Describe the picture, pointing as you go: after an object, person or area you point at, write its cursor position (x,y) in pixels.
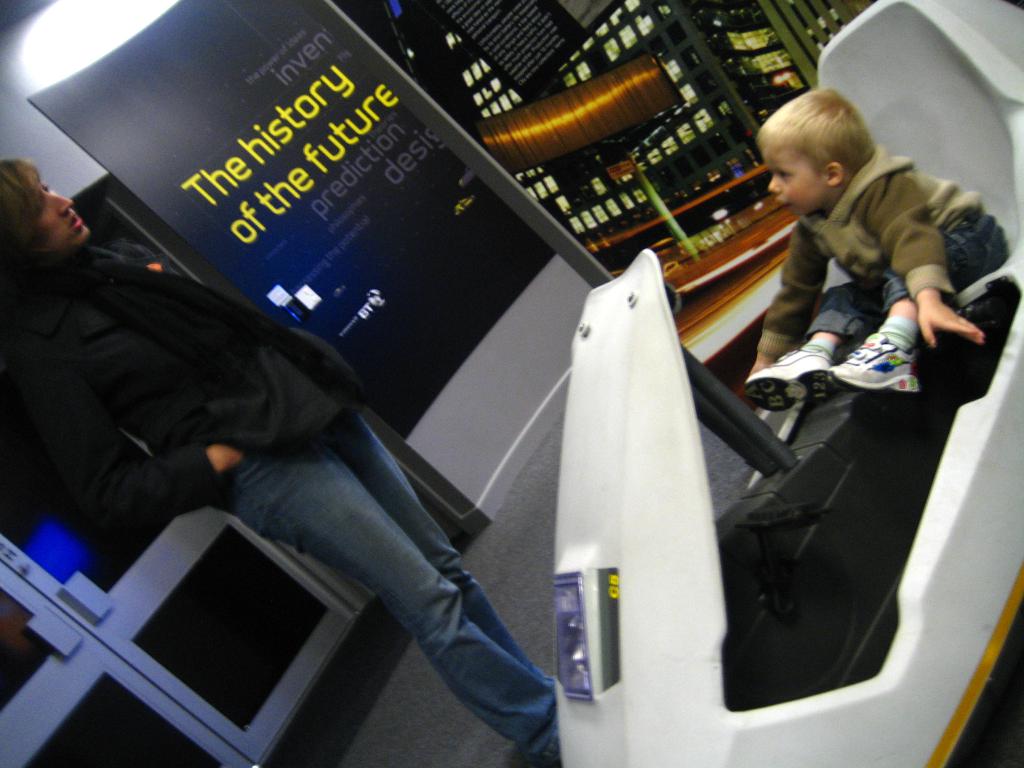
This image consists of a woman (262,459) wearing a black shirt (83,427) and blue jeans (292,543). On the right (872,345), we can see a kid (850,288) sitting. At the bottom (410,747), there is a floor (410,747). On the left (65,634), we can see a door (81,605) and a banner (459,274). And we can see a building (712,75) along with windows (689,99).
